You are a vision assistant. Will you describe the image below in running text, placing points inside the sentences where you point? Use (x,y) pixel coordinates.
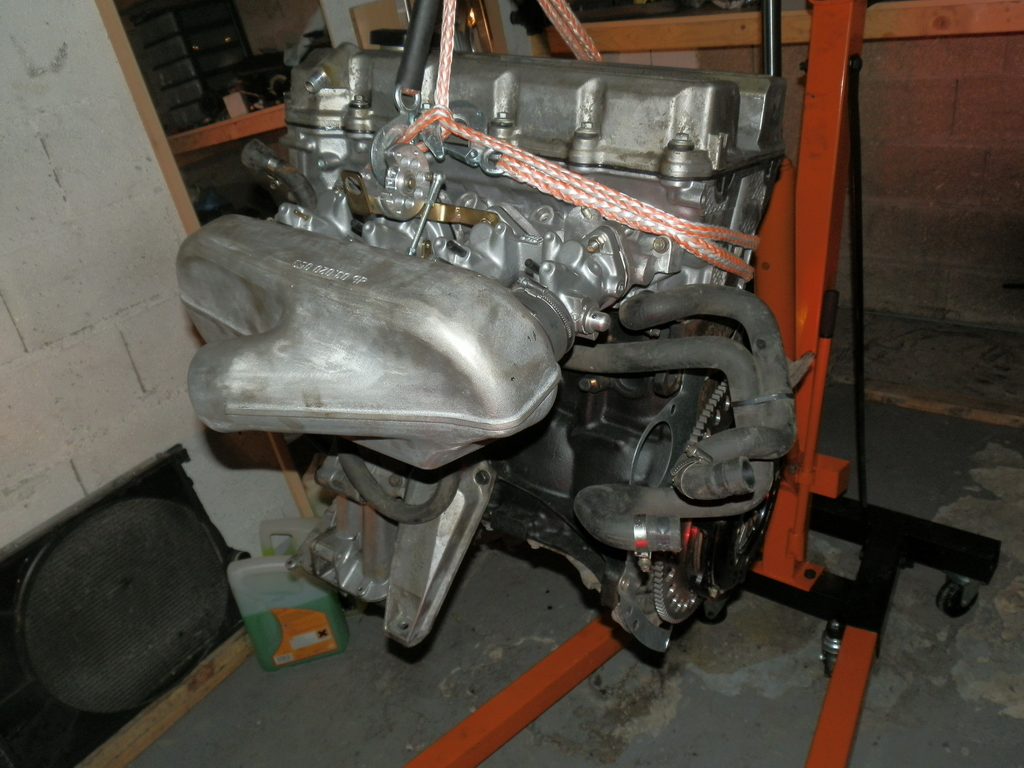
In the image in the center (561,314) we can see one engine (483,185), can (260,625) and stand (833,198). In the background (967,44) there is a wall (78,174), table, speaker (59,703) and few other objects (169,123).
